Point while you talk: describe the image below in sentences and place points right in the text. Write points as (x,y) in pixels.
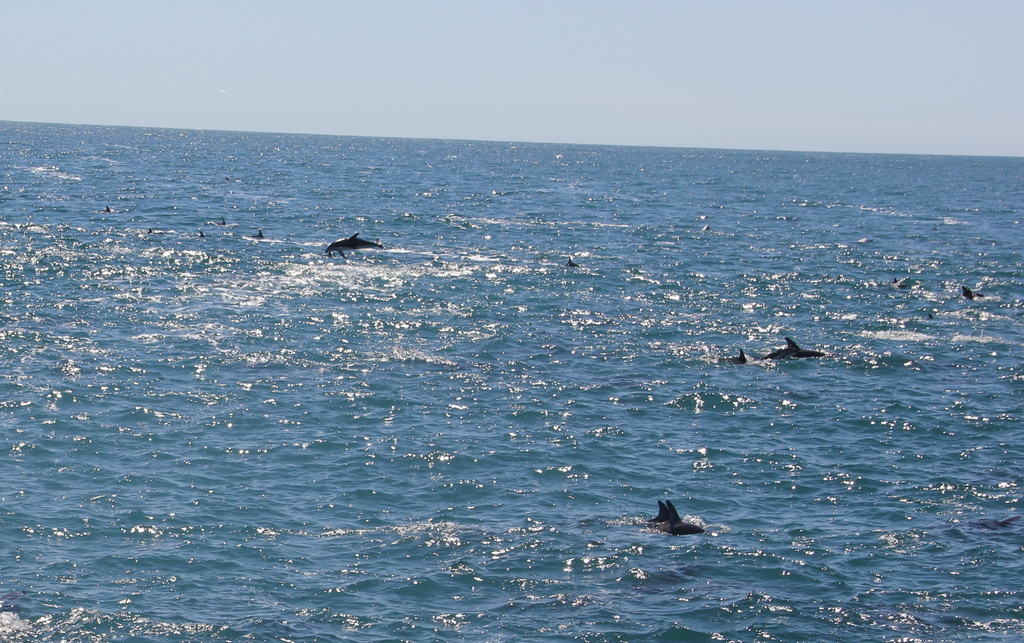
In this image, I can see the dolphins (808,352) in the water (715,514). This looks like a sea (335,260). Here is a dolphin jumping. This is the sky (325,74).
